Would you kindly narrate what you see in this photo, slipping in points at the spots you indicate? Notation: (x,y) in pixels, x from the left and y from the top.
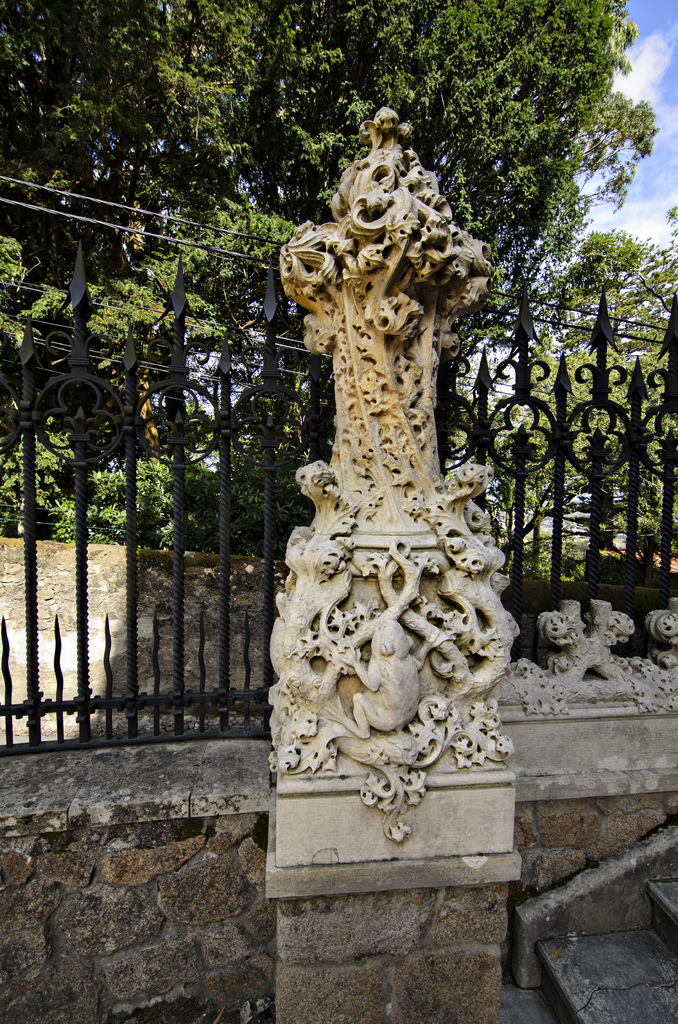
In this image we can see many trees (614,502). There is a fence (221,555) in the image. There is a staircase (665,947) at the bottom right most of the image (522,961). There is a sculpture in the image. We can see the clouds (651,72) in the sky (661,175) at the top right most of the image (665,69).
